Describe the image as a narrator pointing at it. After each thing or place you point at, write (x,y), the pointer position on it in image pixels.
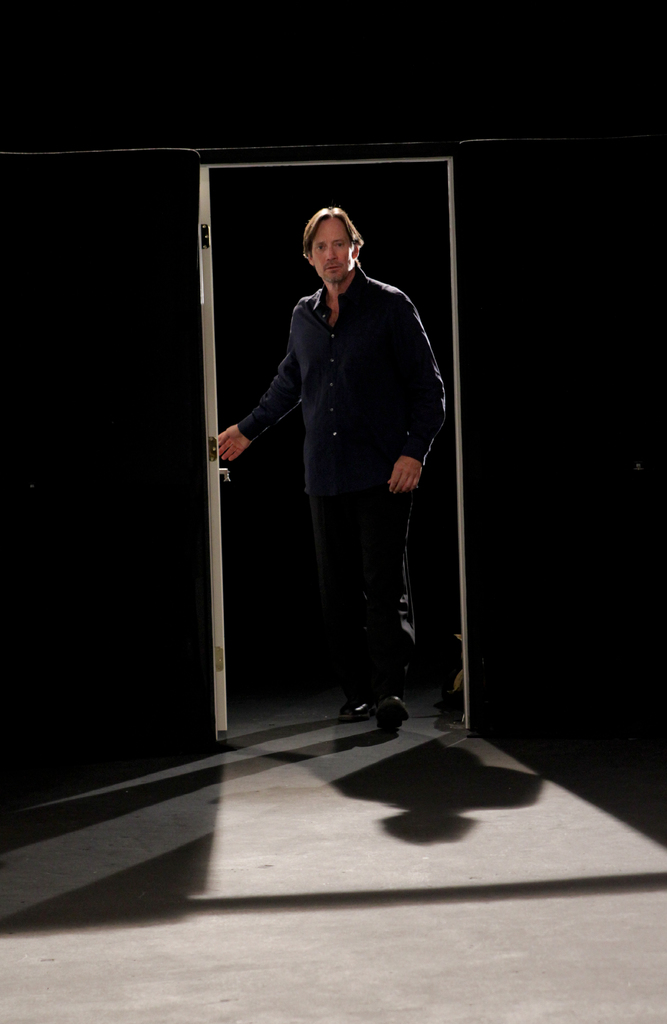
In this image there is a man (374,514) standing on the ground (371,855), there is a door (218,484), there is a wall (117,321), the background of the image (405,114) is dark.
